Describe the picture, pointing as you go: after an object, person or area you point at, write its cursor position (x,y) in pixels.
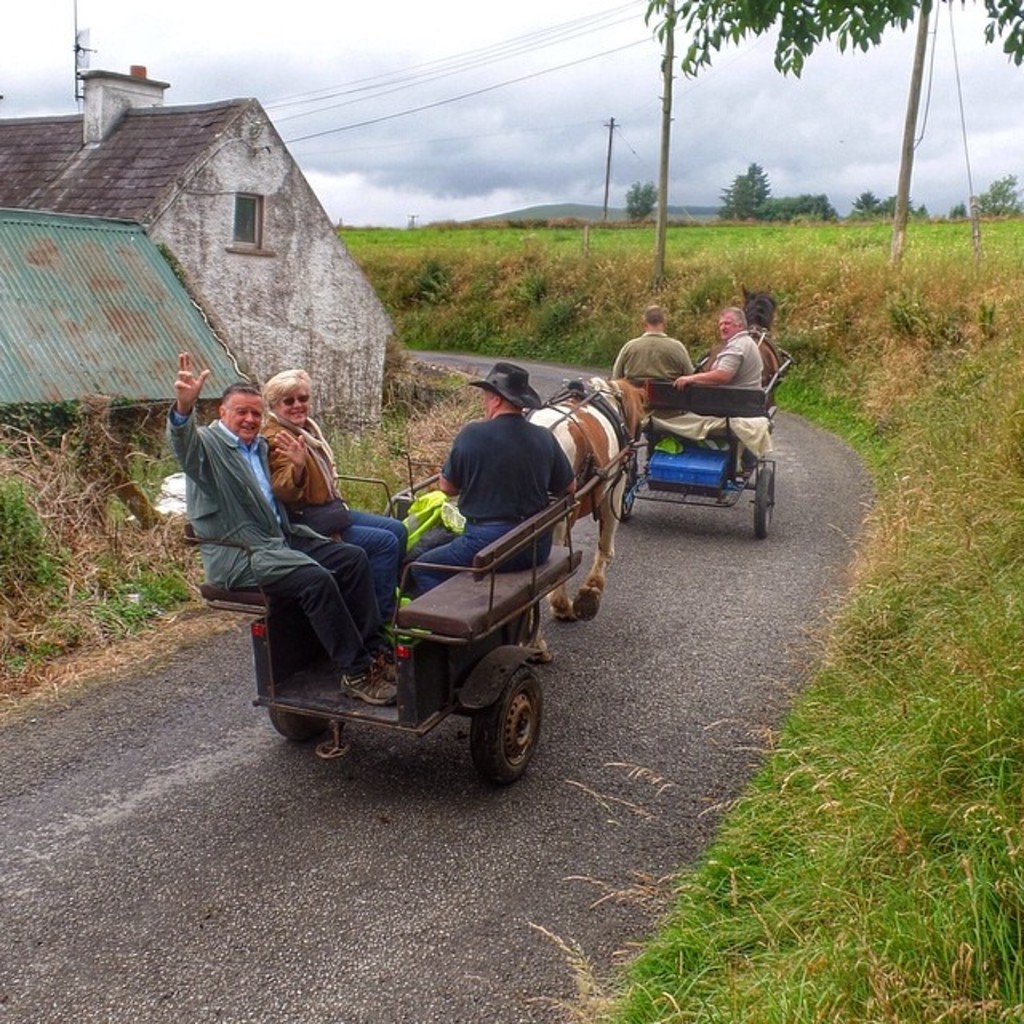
In this image I can see a road (96,766), a house (216,298), grass (877,287) and few trees (726,206). I can also see few people (554,445) are sitting behind horse (570,435).
